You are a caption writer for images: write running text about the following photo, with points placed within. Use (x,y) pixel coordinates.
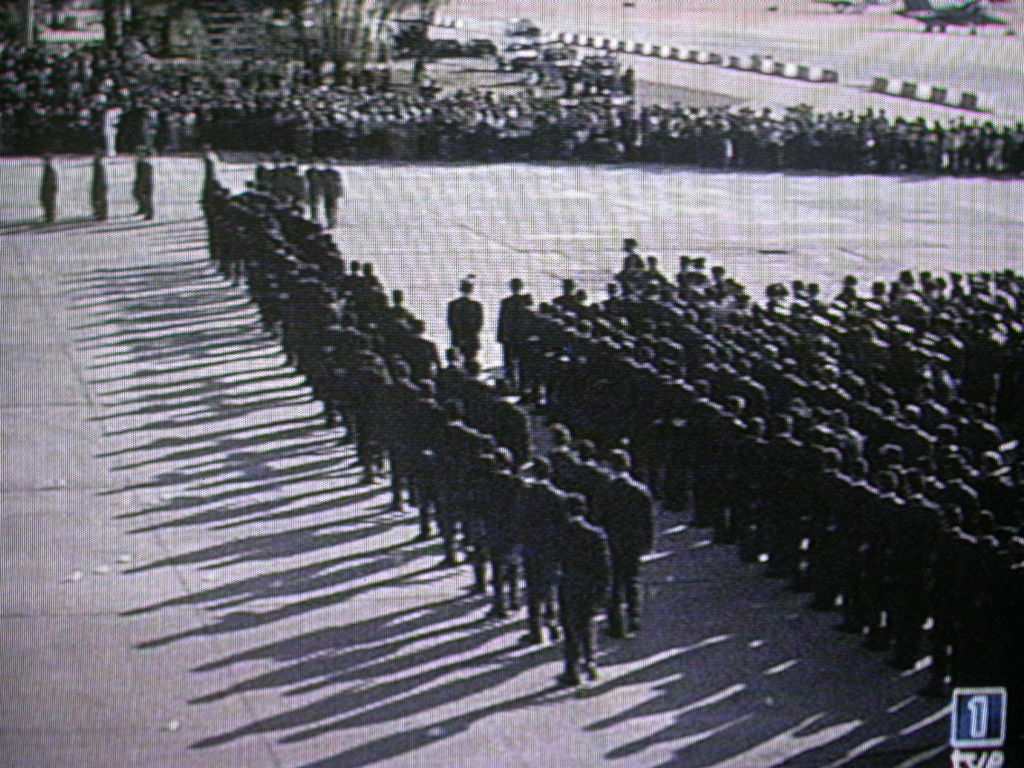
It is the black and white image in which there are so many people (636,405) standing on the floor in the line. In the background (537,43) there are vehicles (550,57) on the road (667,72). On the right side (697,58) top there is a divider (744,61).
